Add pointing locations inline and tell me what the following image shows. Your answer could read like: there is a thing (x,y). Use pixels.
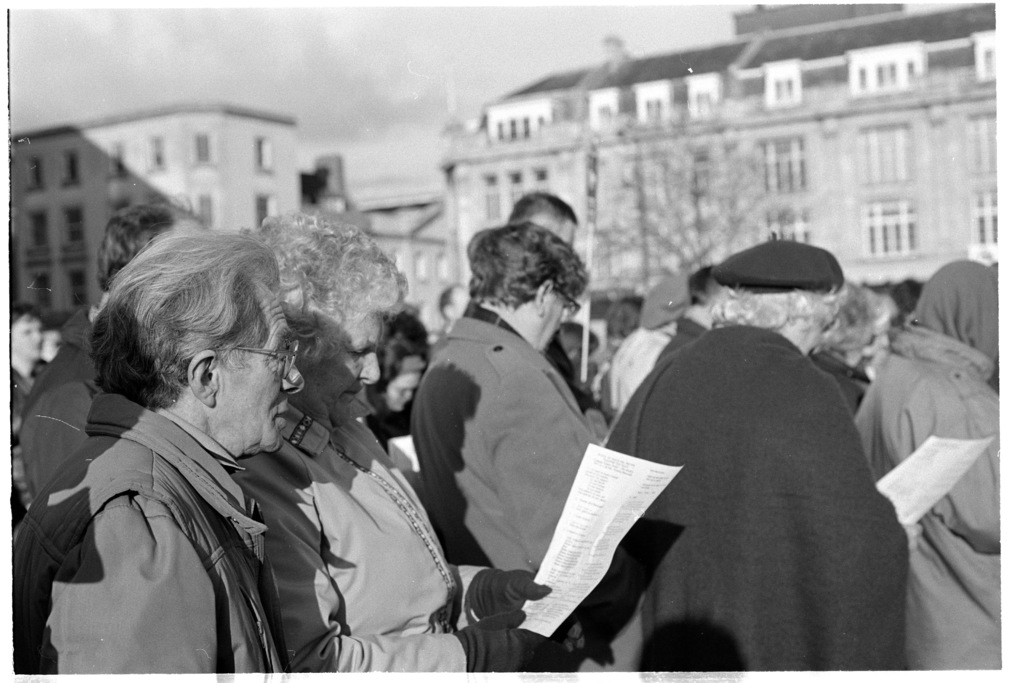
In this image we can see people (866,305) standing and holding a paper (898,487) with written text (564,579) on it, behind we can see buildings (754,106), there are few windows (904,145), at the top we can see the sky (535,74).
